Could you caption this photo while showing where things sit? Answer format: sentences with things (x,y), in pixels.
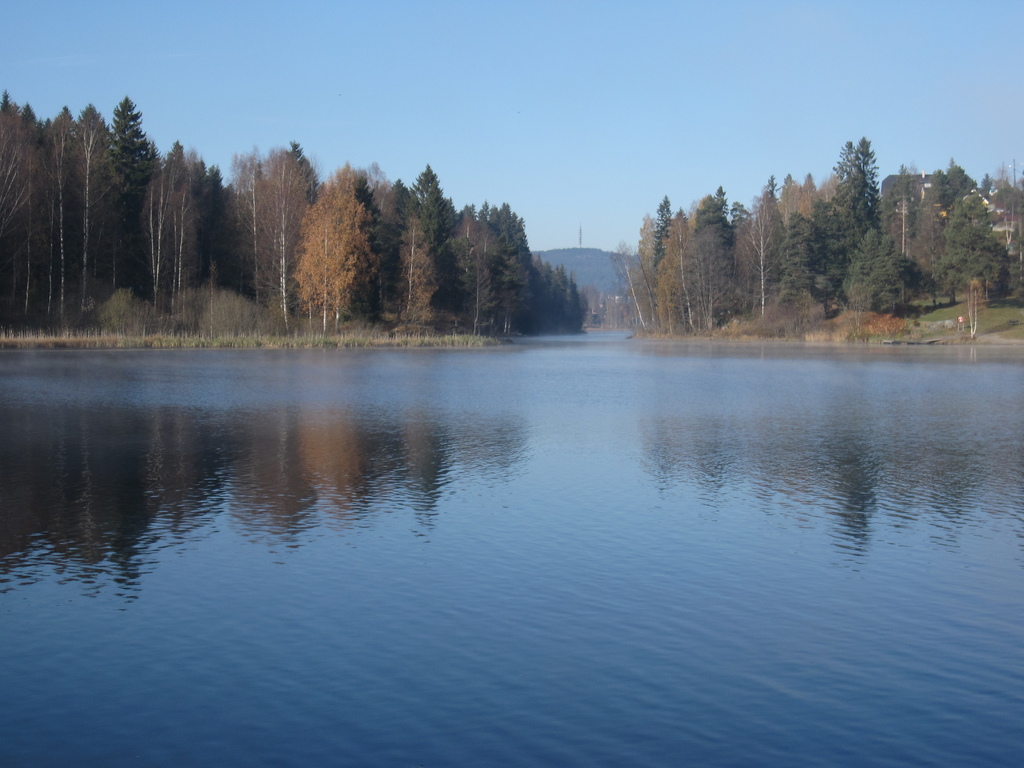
In this image we can see hills (592,276), trees (542,316), bushes (125,316), grass (249,340), lake (616,340) and sky (624,93).
